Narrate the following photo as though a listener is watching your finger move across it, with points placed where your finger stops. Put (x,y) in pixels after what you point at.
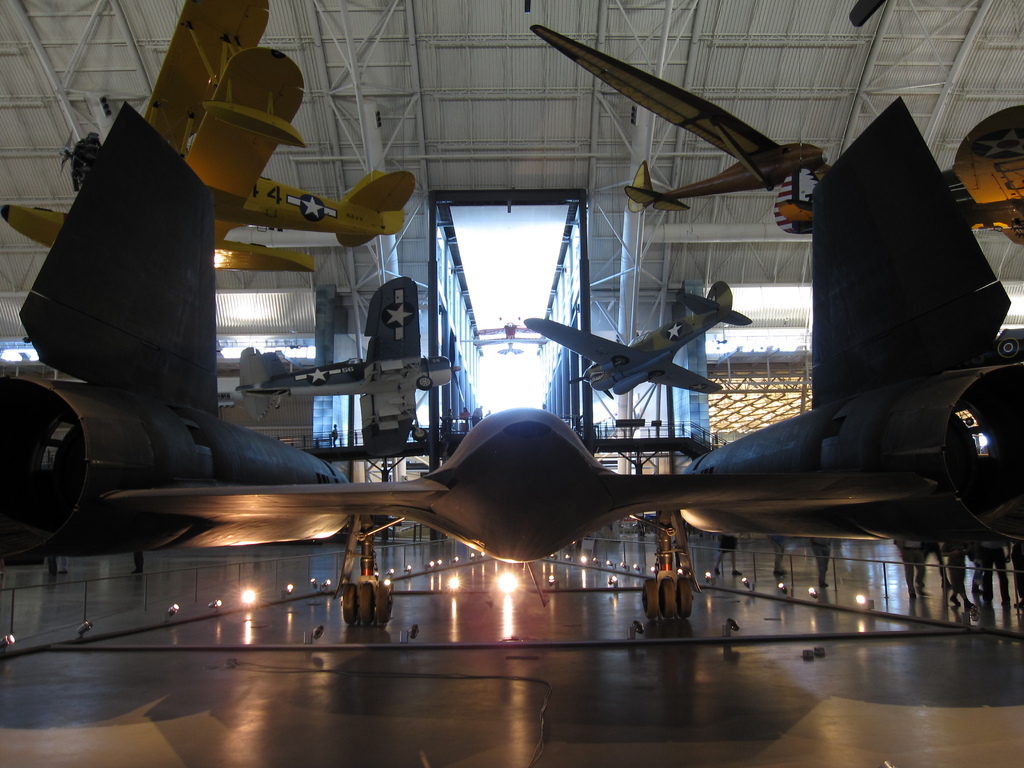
In this picture there is national air and space museum (429,357) in the image, there is a roof (801,134) at the top side of the image (755,117) and there are lights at the bottom side of the image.
